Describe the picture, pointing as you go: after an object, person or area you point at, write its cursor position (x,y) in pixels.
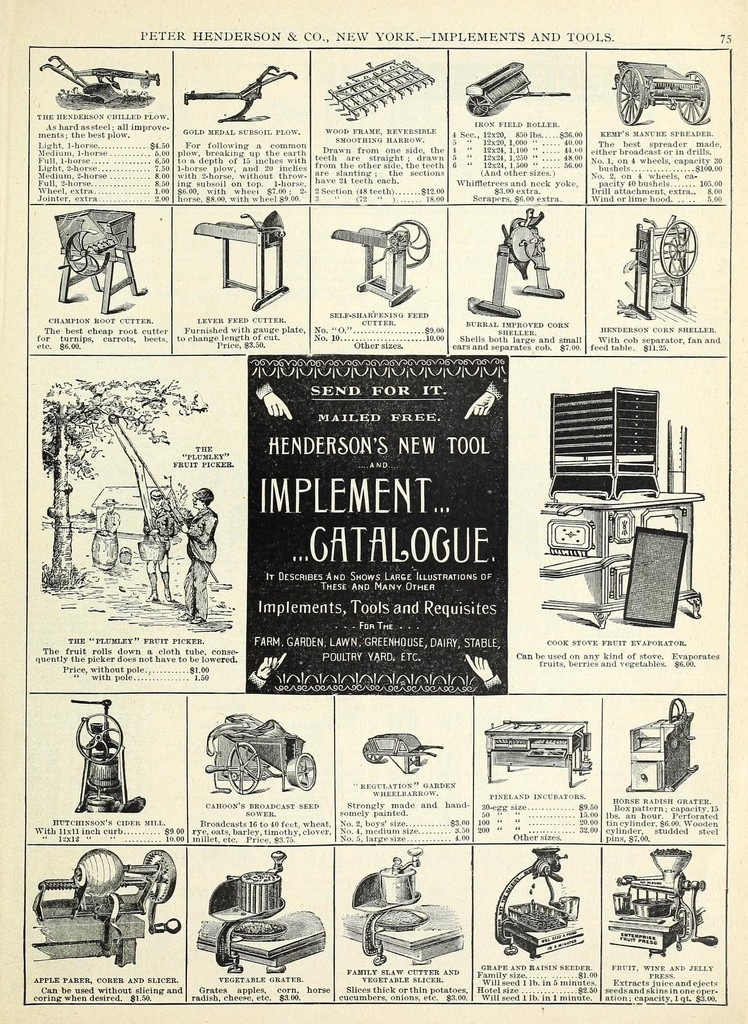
In this image we can see a paper (200,86). On the paper (252,234) there are images (529,286) of machines (414,856) and some other things (275,411). Also there is text (373,831) on the paper (317,796).
